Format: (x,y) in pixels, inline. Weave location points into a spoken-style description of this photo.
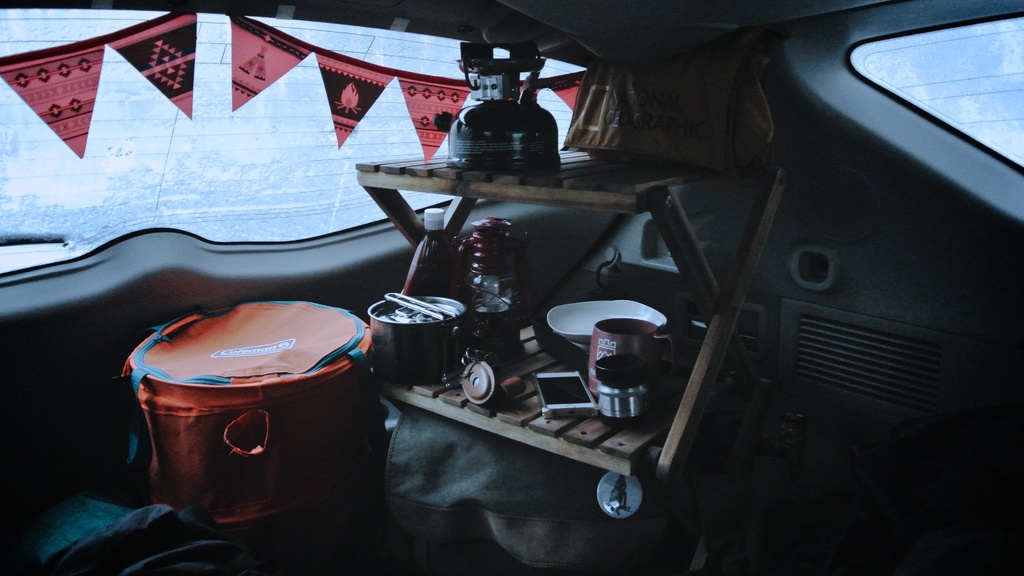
This picture is taken inside the vehicle (822,315). There is a trolley (553,366) kept on the seat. On the trolley (507,422) there is a stove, mobile (557,386), vessels (435,333), bottles (453,265), lantern (483,346), cup (614,335), plate (579,327) and few objects (557,350). Beside the trolley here is a box (153,415). Few flags (259,53) are decorated to the window (16,111) of a vehicle (936,243).
